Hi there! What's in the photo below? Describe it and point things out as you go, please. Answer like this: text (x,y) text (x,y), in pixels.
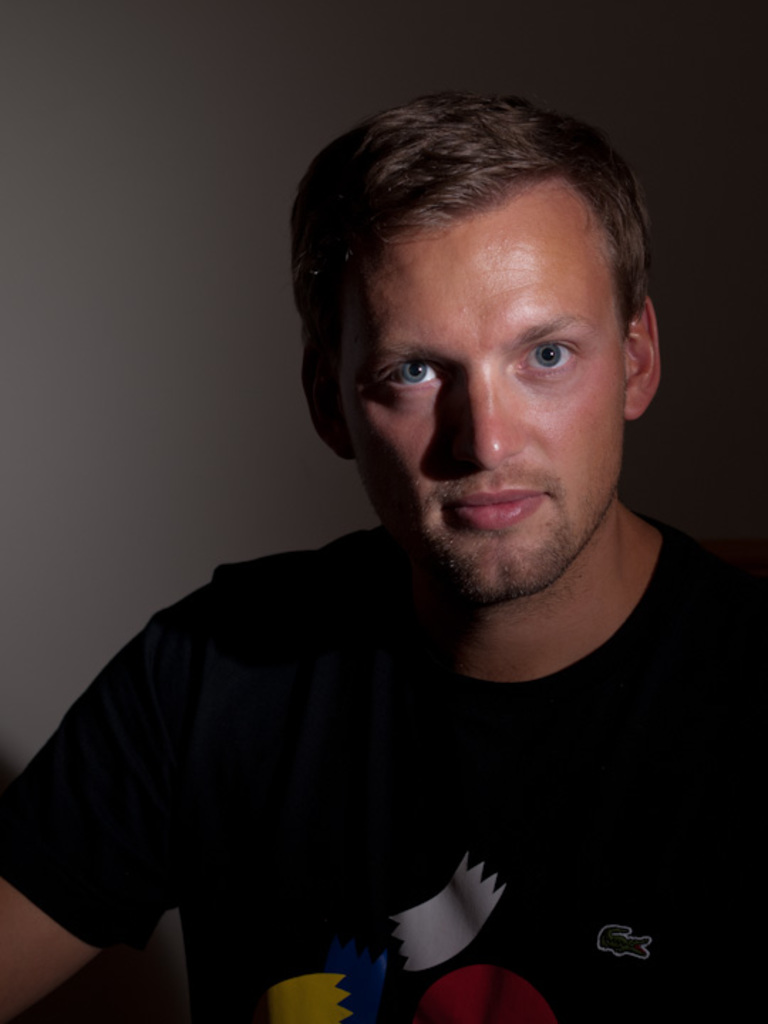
In this picture there is a person (491,912) wearing black t-shirt (601,879). In the background (114,360) it is wall (708,126).
